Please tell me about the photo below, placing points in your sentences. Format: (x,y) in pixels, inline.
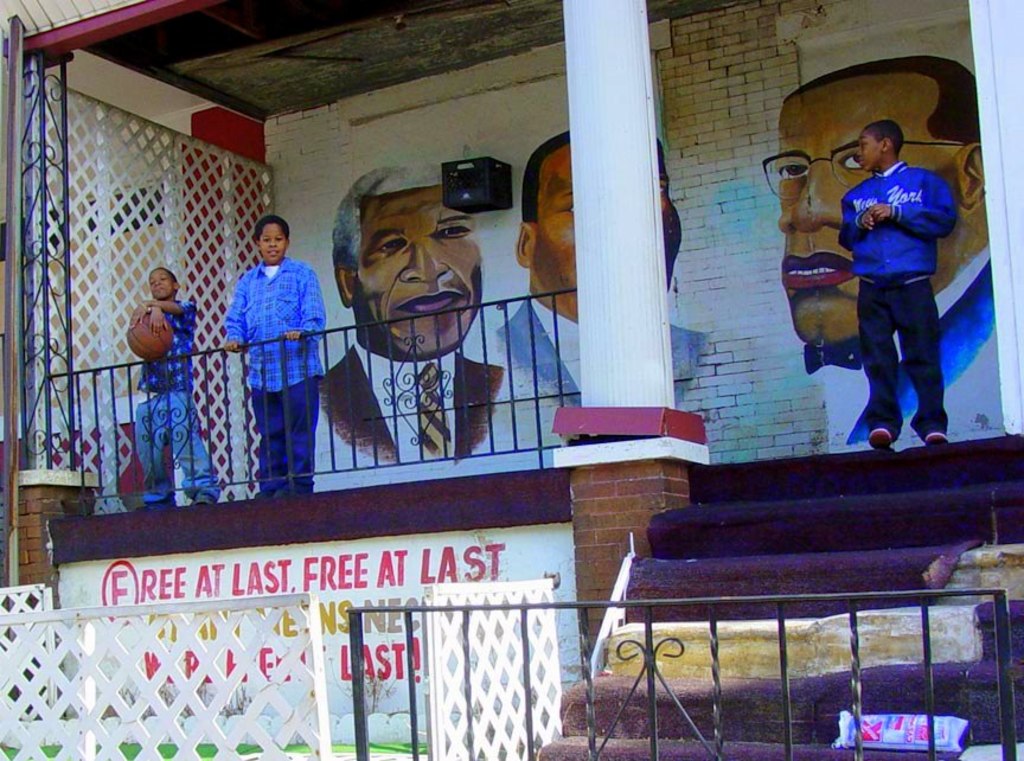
In this image I can see three persons (912,230) standing, the person (951,230) at right (894,255) is wearing blue shirt (891,238), blue pant (923,360). I can also see the railing (72,393), background (709,187) I can see few paintings (402,328) of the persons faces (402,328) on the wall (474,153) and the wall (411,104) is in white color and I can see something written on the wall (211,634).
